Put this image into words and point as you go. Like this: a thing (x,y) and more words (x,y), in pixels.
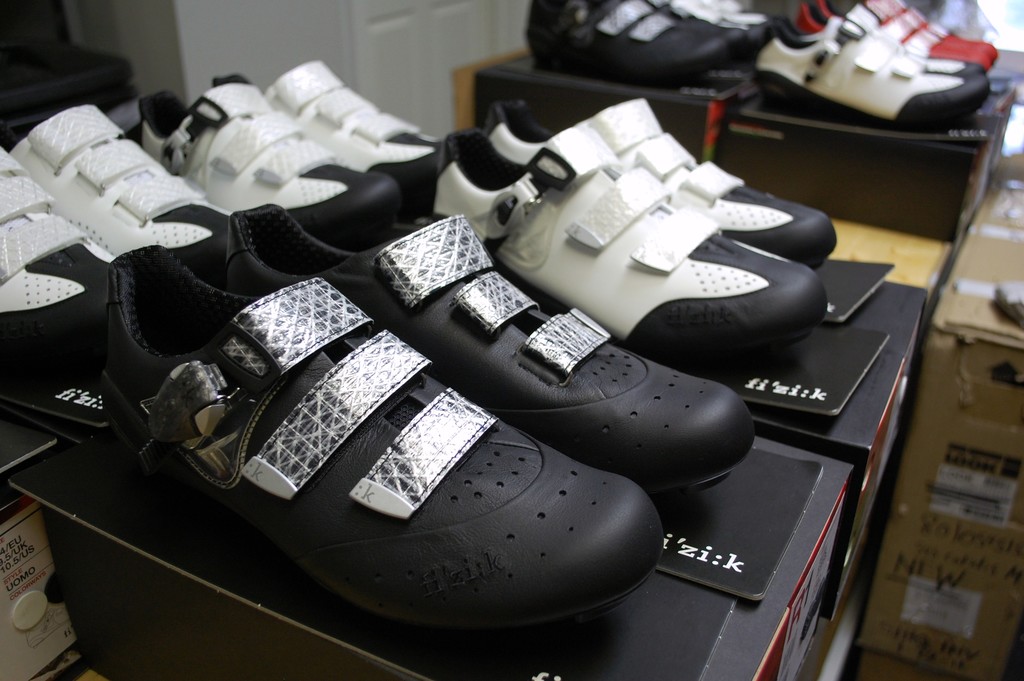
In this picture we can see shoes (299,417) on boxes (890,379) and in the background (65,70) we can see some objects (982,312).
